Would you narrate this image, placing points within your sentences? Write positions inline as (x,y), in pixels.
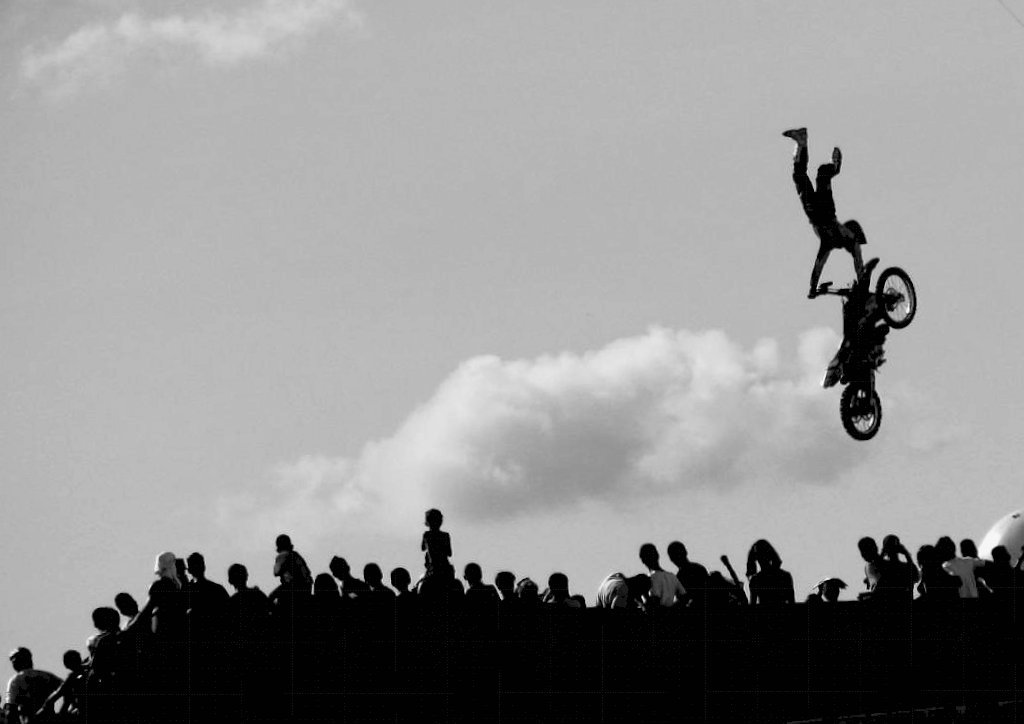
In this image, we can see some people (60,680) standing, at the right side (822,195) there is a man (806,188) holding the bike (870,334), at the top (544,101) there is a sky (487,100).
